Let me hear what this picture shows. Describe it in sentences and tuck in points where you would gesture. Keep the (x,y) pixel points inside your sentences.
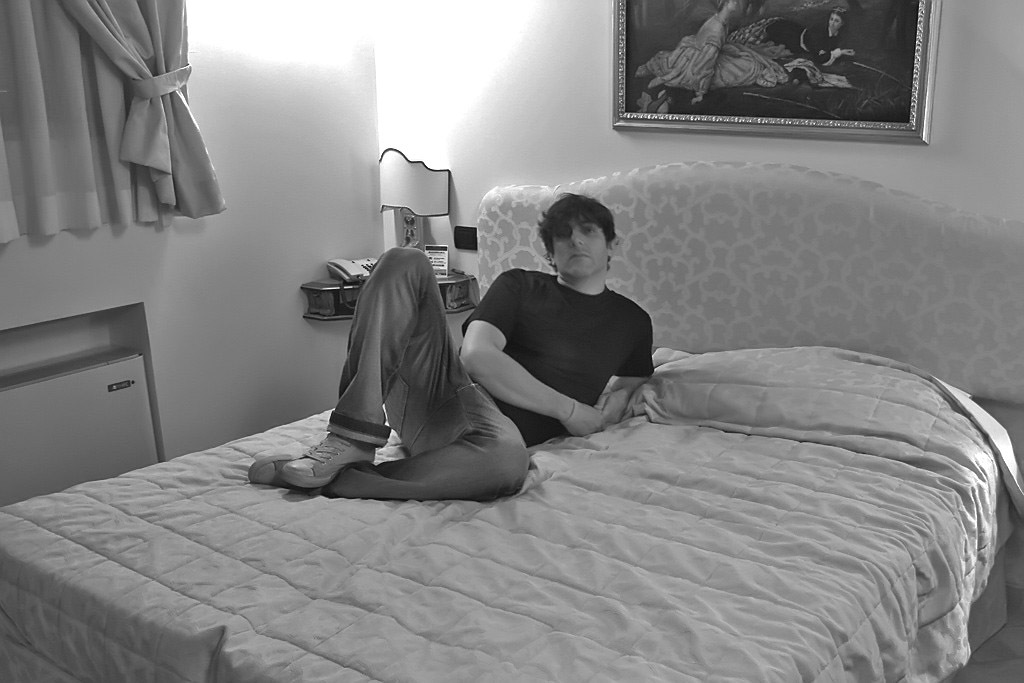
This is a black and white image and here we can see a person (438,340) lying on the bed (549,496) and there is a bed sheet (796,415). In the background (71,97), we can see a curtain (186,123) and there is a frame (703,63) on the wall (508,124) and we can see a light (412,225) and some other objects (367,258) on the stand (337,316).
